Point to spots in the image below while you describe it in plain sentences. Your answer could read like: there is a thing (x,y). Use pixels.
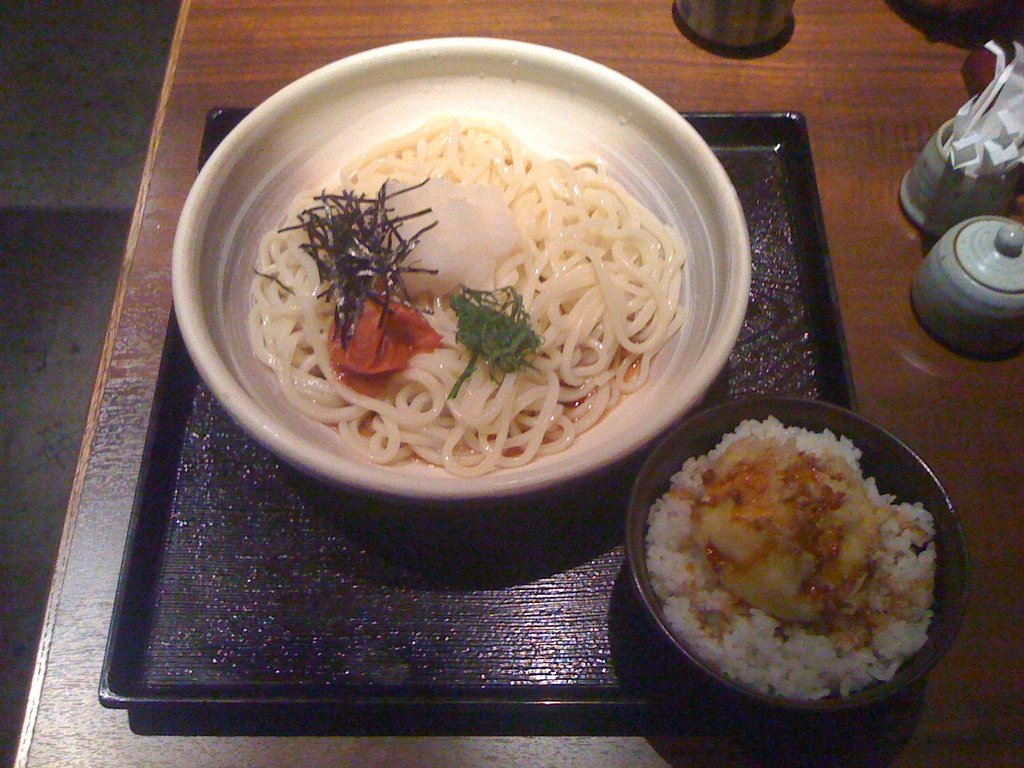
In this picture we can see food (614,337) in bowls (720,423) and this bowls (634,507) are on a tray (510,597) and this tray (535,629) and some objects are on a wooden platform (160,313) and in the background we can see the floor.
